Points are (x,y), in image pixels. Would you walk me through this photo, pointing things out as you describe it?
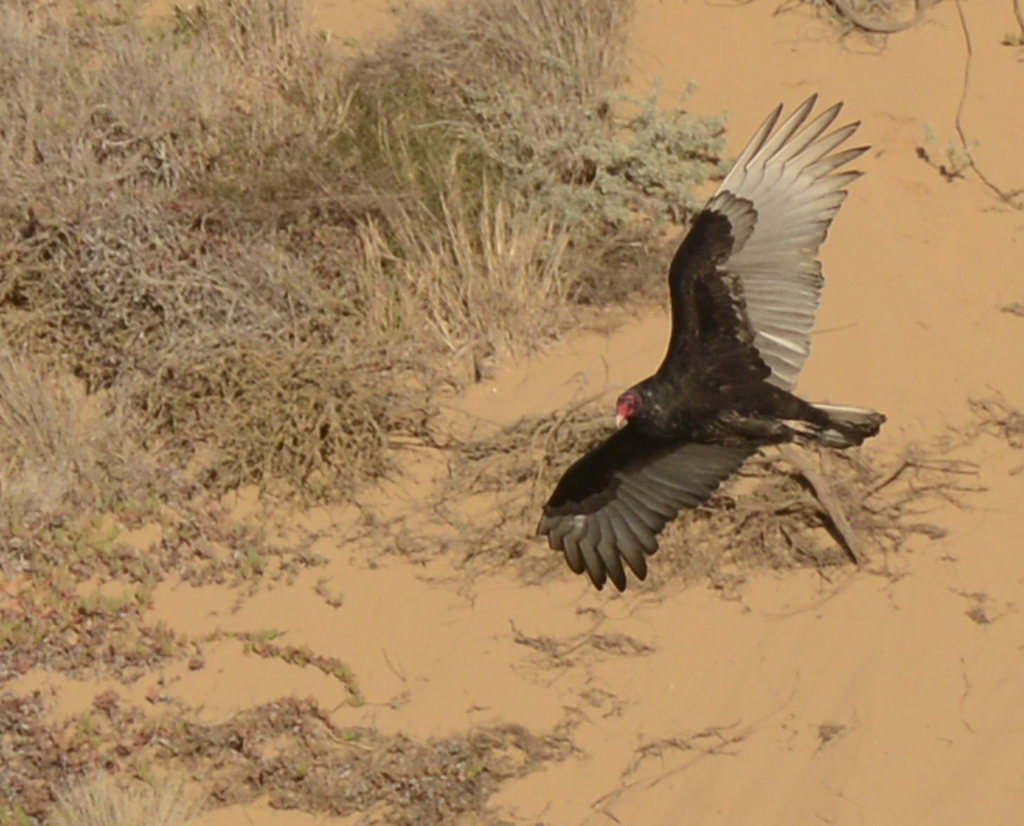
In this picture we can see a bird (687,442) in the air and we can find few plants (557,265).
